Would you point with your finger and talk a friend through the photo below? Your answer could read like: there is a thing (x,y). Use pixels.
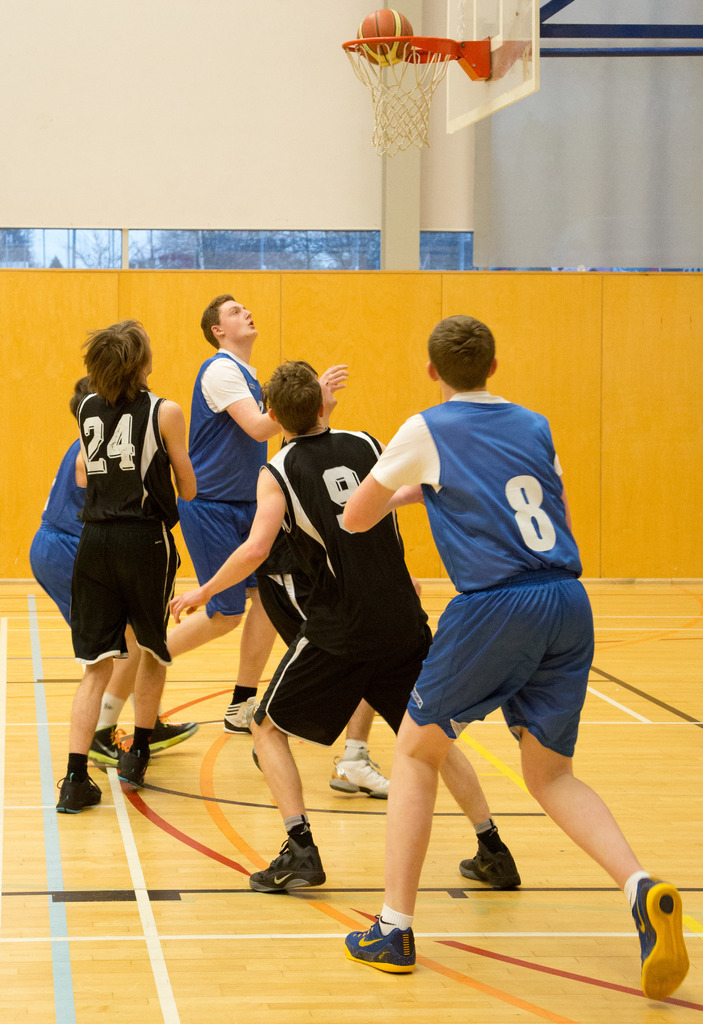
In this image we can see a group of people (346,725) on the ground (365,914). We can also see a goal post (493,86), ball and a wall (418,294).
